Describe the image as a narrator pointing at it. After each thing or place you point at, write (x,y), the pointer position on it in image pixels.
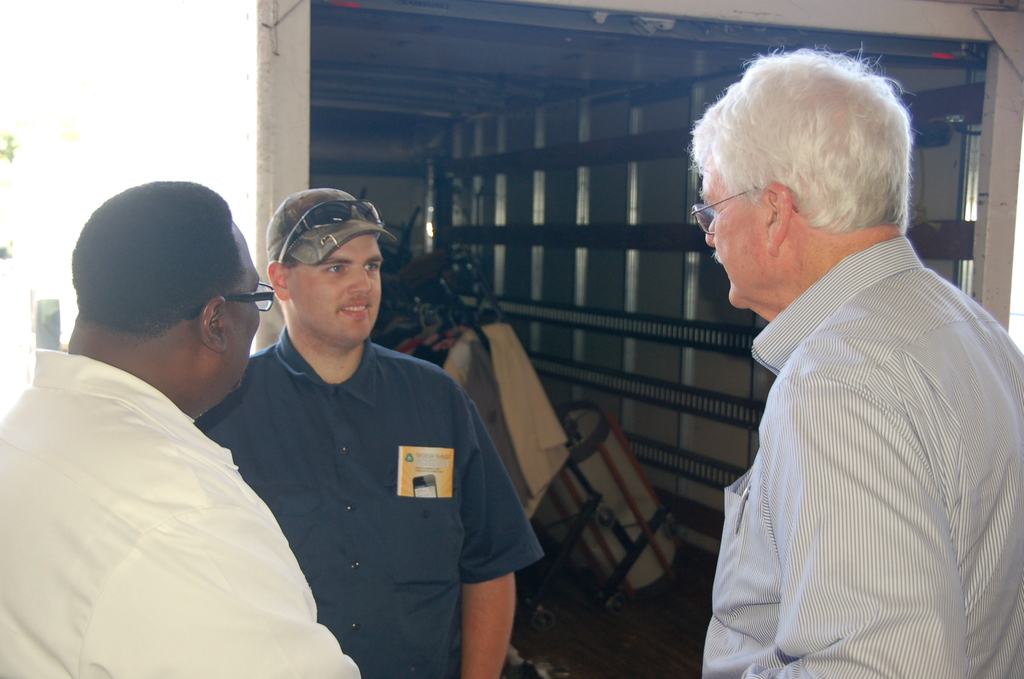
In this image we can see three men (454,471) standing. On the backside (408,313) we can see some objects (614,466) placed inside a truck (747,458).
